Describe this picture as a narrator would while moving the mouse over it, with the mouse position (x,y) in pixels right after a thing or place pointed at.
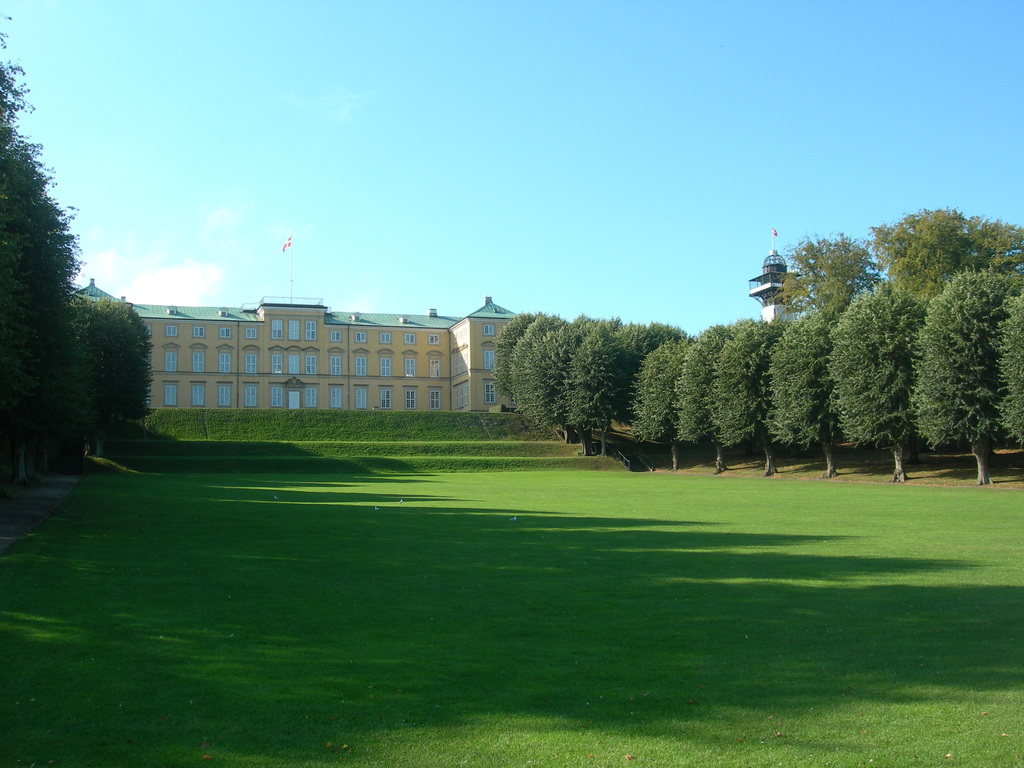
In this image in the center (464,357) there is a building (415,347), trees (620,345), on the building (370,382) there is a pole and flag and on the right side (767,299) there is one tower (767,262) on the tower (764,274) there is flag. And at the bottom (453,582) there is grass (640,578), and at the top (159,114) there is sky (675,124).
